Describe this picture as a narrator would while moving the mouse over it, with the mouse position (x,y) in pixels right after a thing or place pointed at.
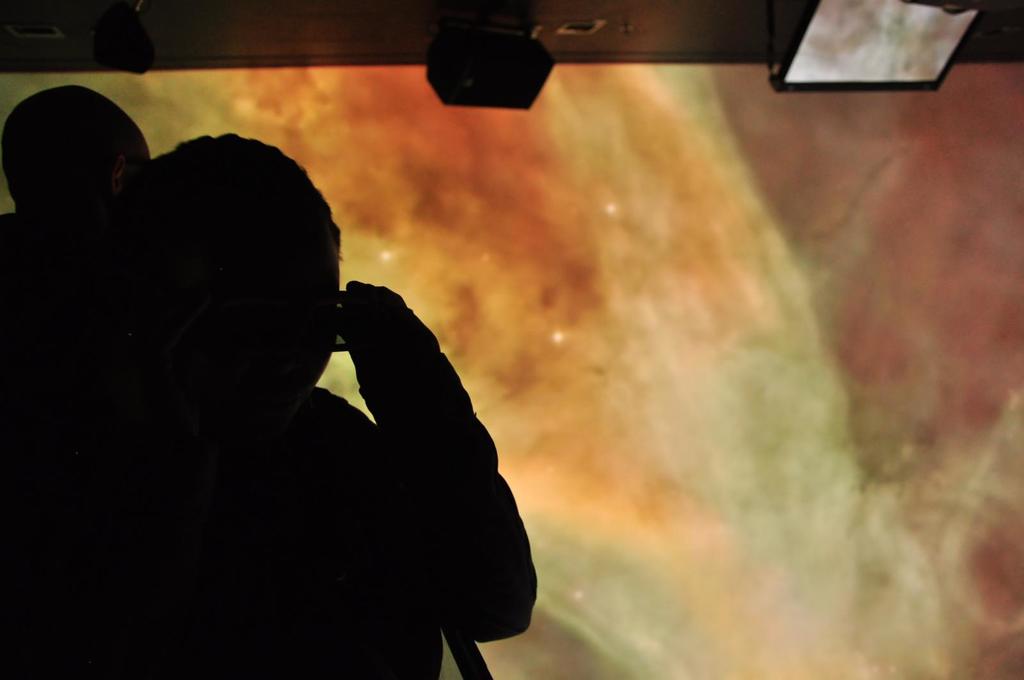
In this image I can see people (189,429) and some other objects (859,60) over here.
